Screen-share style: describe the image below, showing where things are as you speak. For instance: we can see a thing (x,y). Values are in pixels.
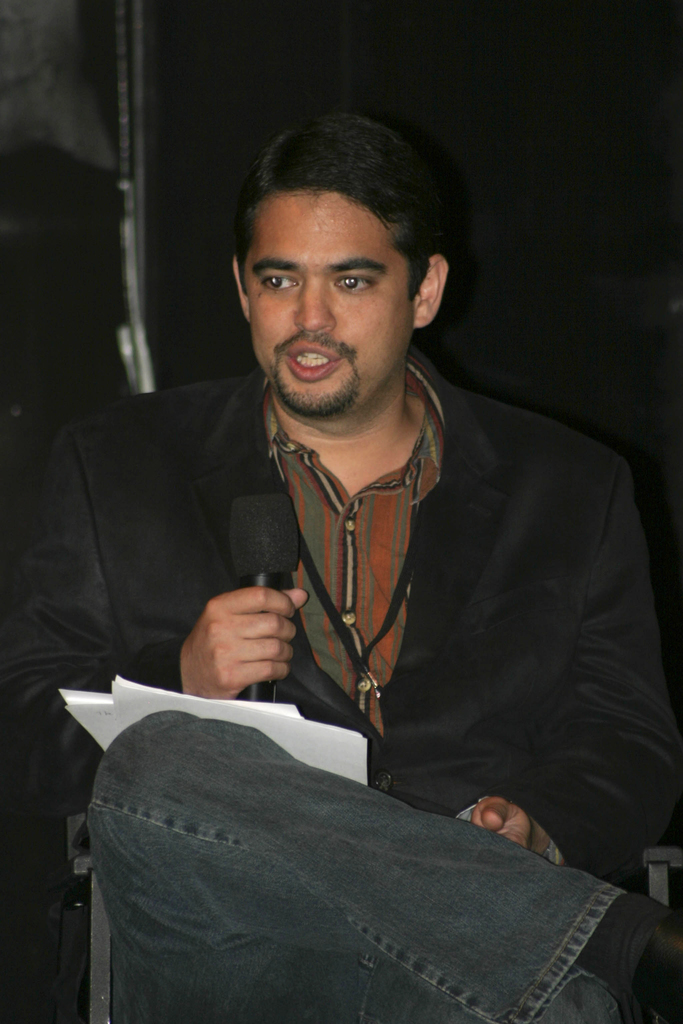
In this picture I can observe a man (349,562) in the middle of the picture (349,562). He is sitting on the chair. He is holding a mic (283,543) in his hand (206,611). The background (144,151) is dark.
